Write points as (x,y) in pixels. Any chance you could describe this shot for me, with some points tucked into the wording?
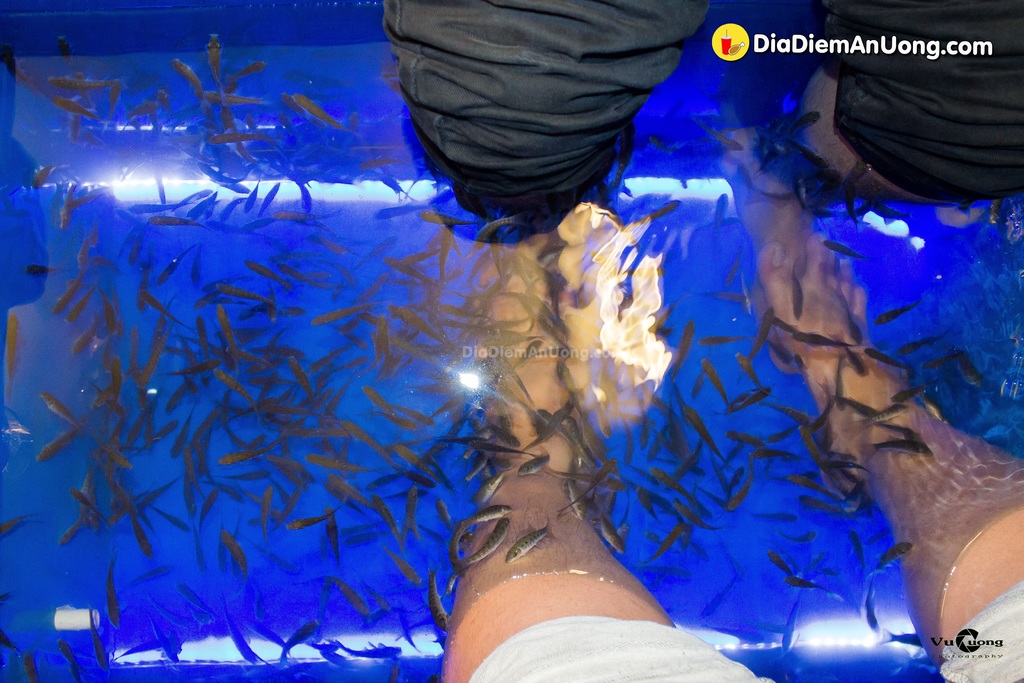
In this picture we can see fish pedicure, there are two person's legs (529,331) here, we can see water (317,267) and fishes (330,407) here.
